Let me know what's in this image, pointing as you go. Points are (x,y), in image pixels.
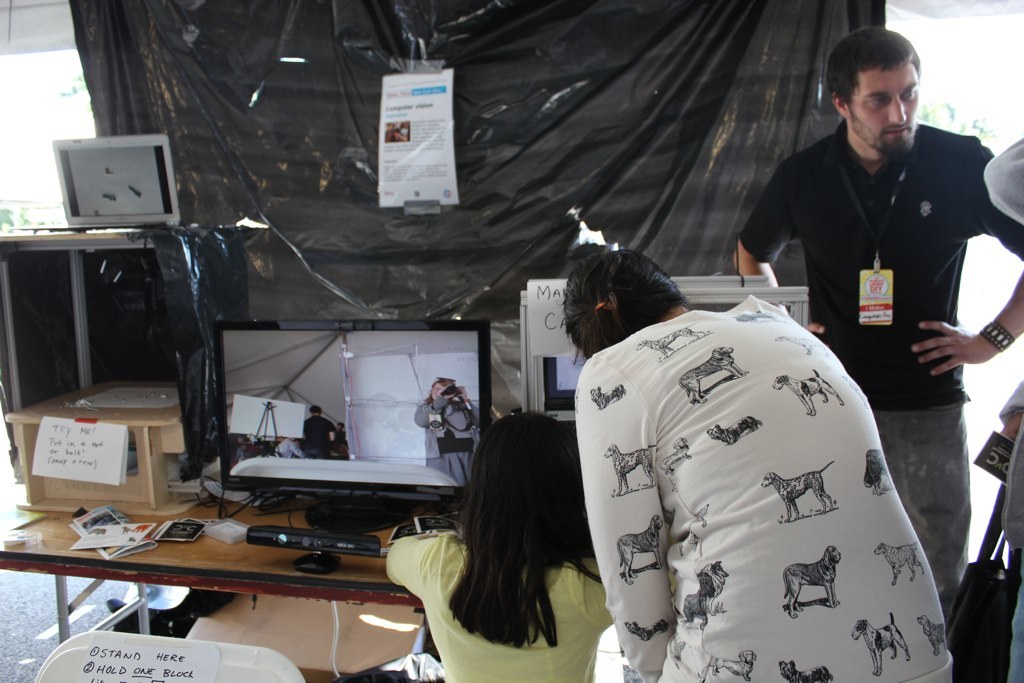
In this image I can see there is a table (352,562) with so many things (74,495) beside that there are some people (874,106) standing.
